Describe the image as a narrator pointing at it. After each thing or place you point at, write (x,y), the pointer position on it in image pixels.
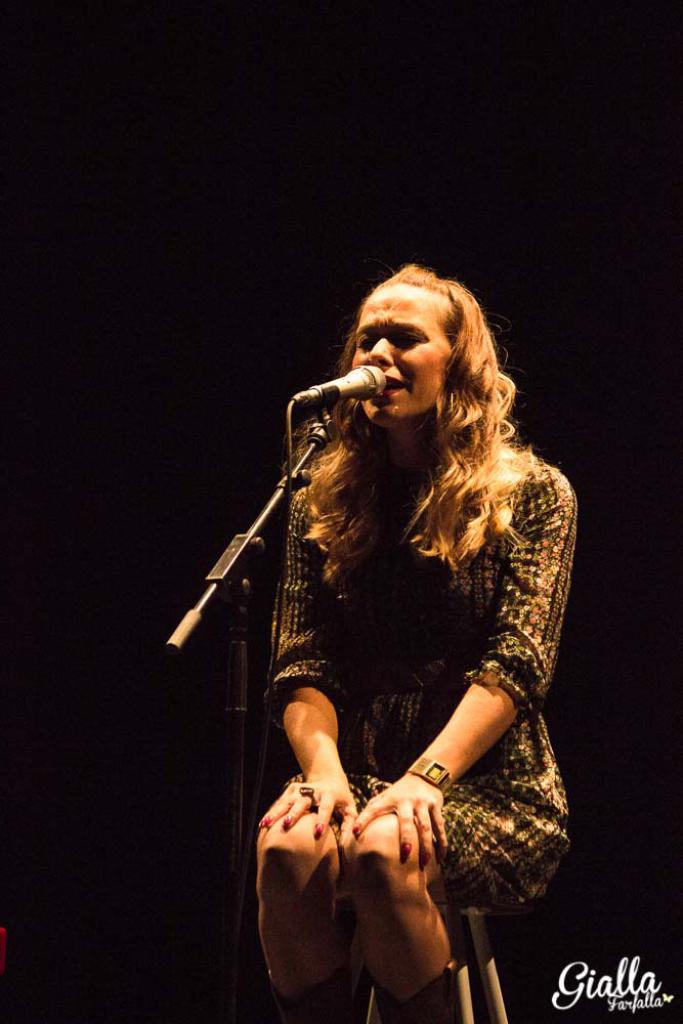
In the center of the picture (411,430) there is a woman (498,740) sitting on a stool (463,981) and singing into a microphone (365,390). The background (588,818) is dark. At the bottom (652,979) towards right (592,979) there is text (630,1005).
